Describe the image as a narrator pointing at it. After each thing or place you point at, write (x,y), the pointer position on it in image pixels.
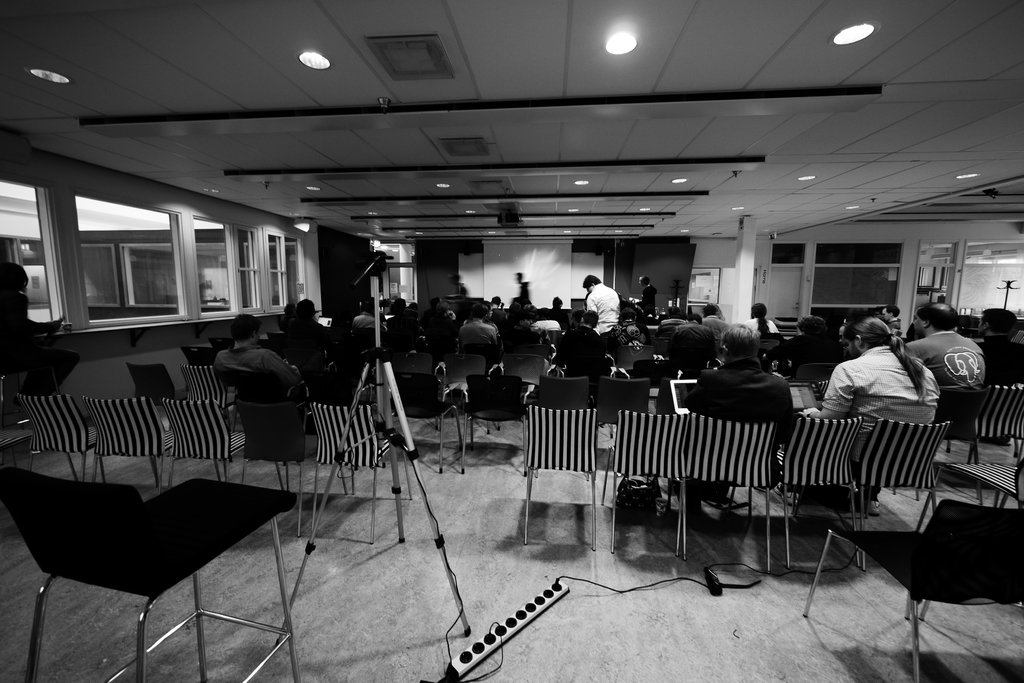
In this image I can see number of chairs (124,445) and number of people (242,319) on it. In the background (565,251) I can see a projector's screen (498,272).
